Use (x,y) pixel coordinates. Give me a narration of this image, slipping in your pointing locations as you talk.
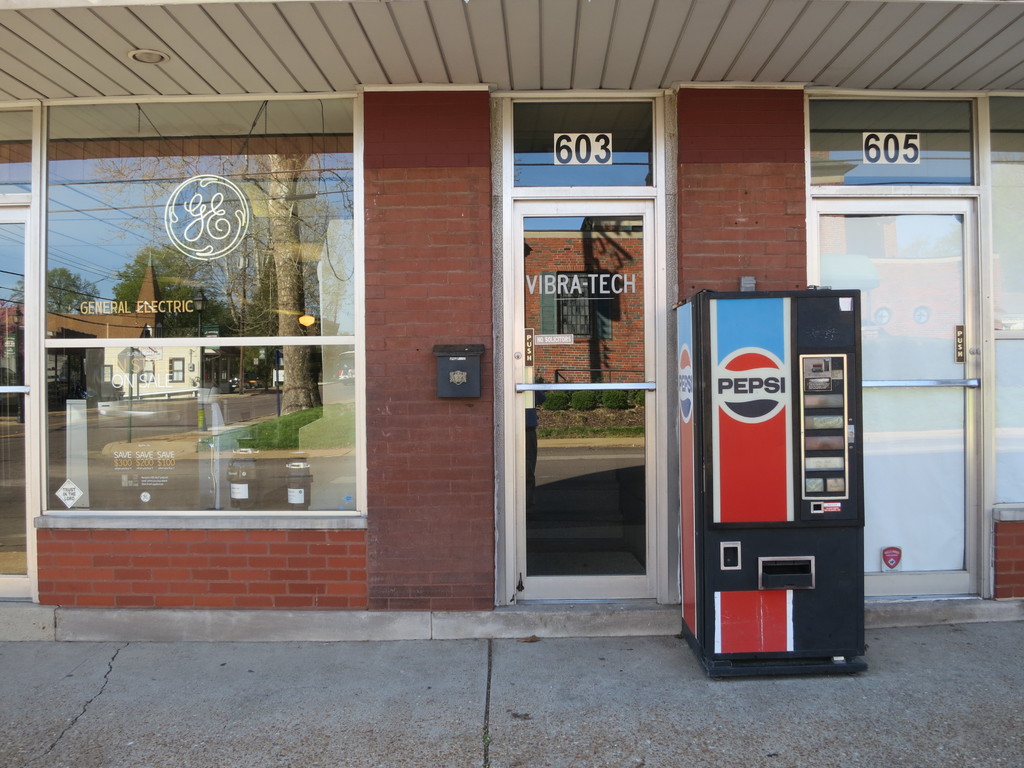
In this picture we can see doors (862,268) and numbers (887,156). Here we can see a machine (803,428). On the glass (246,335) we can see the reflection (225,362) of a house (167,370) and a tree (270,169).
